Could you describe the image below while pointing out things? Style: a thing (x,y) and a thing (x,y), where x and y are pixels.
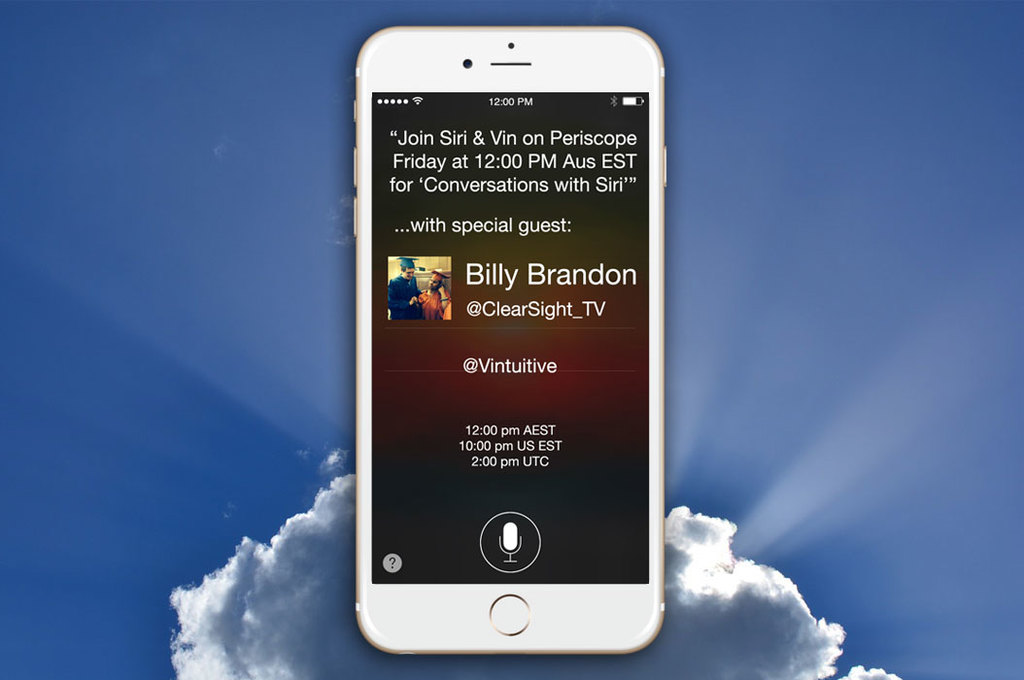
As we can see in the image there is a mobile phone (530,412). On mobile phone (538,187) there is some matter (589,303).
